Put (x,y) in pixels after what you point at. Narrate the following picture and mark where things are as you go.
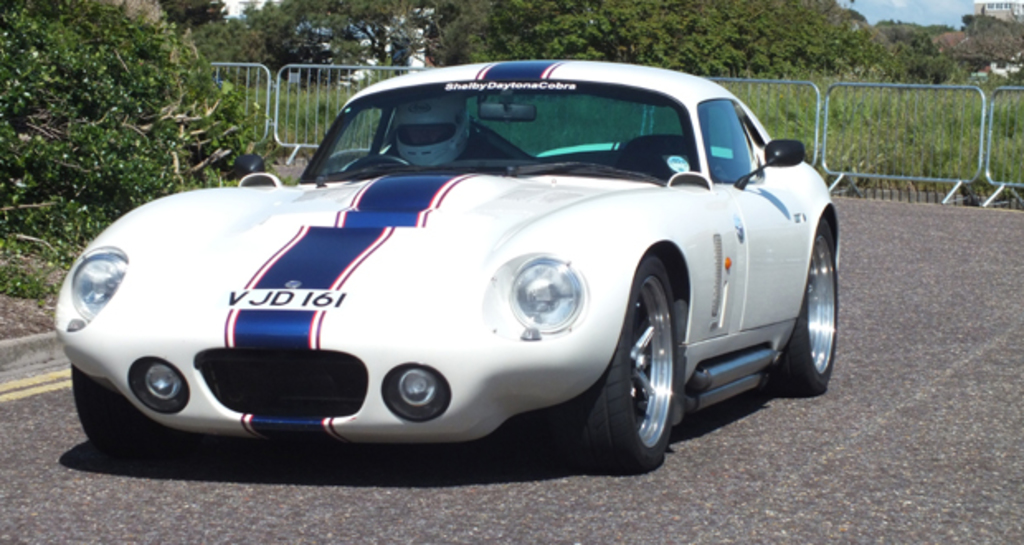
In this image I can see the vehicle (772,316) on the road (761,417). The vehicle (609,338) is in white and blue color. I can see one person (447,152) sitting inside the vehicle (465,155). In the back (313,128) I can see the railing (275,138). And I can also see many trees (637,24) and the sky (928,9) in the back (840,35).
